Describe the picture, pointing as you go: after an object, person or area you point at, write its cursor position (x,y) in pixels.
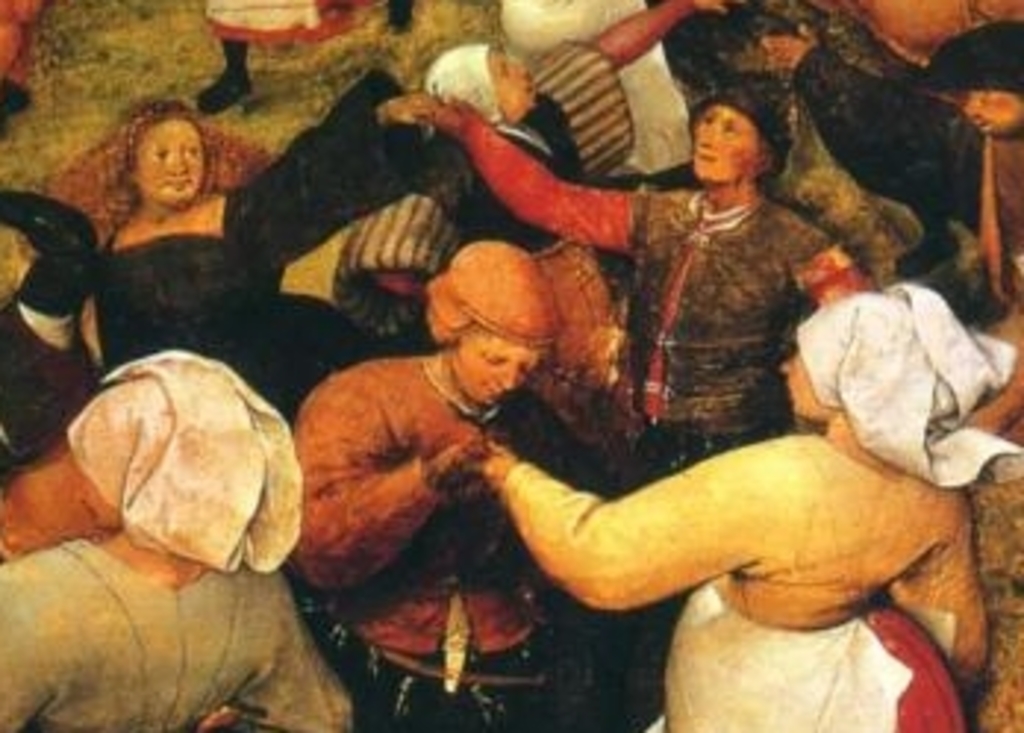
In this image, I can see the painting (390,352) of people (543,533).
